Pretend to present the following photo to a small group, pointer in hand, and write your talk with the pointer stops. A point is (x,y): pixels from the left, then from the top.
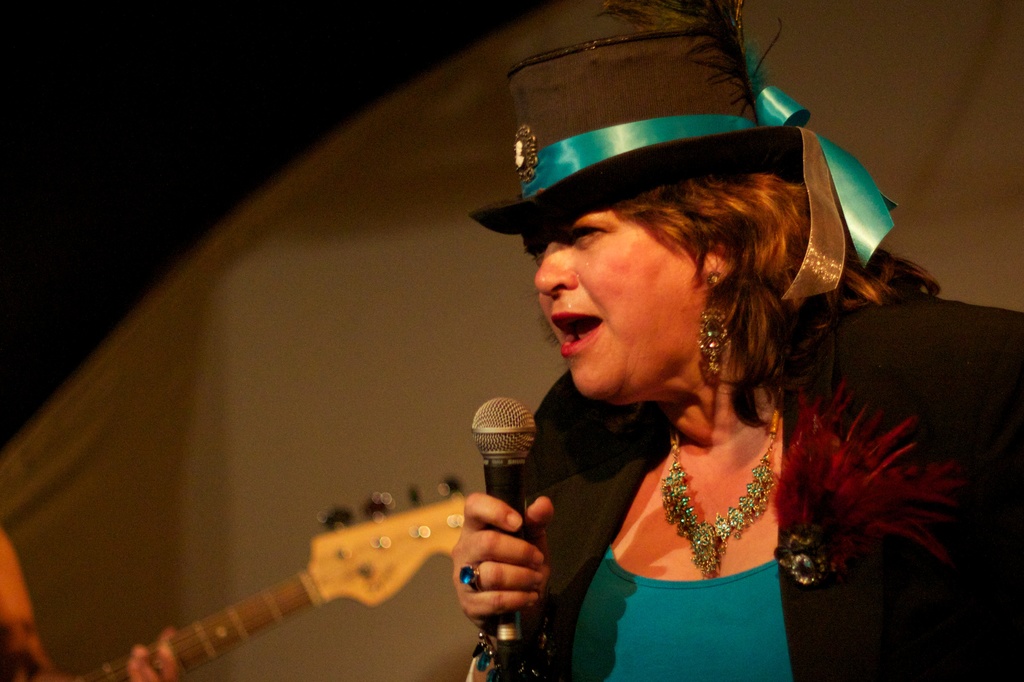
In the given image we can see a woman (718,419) catching a microphone (496,464) in her hand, she is wearing a cap (582,129), necklace (680,525), ear ring (711,325) and a black color blazer (853,598). Even in a picture we can see a guitar (266,612).
